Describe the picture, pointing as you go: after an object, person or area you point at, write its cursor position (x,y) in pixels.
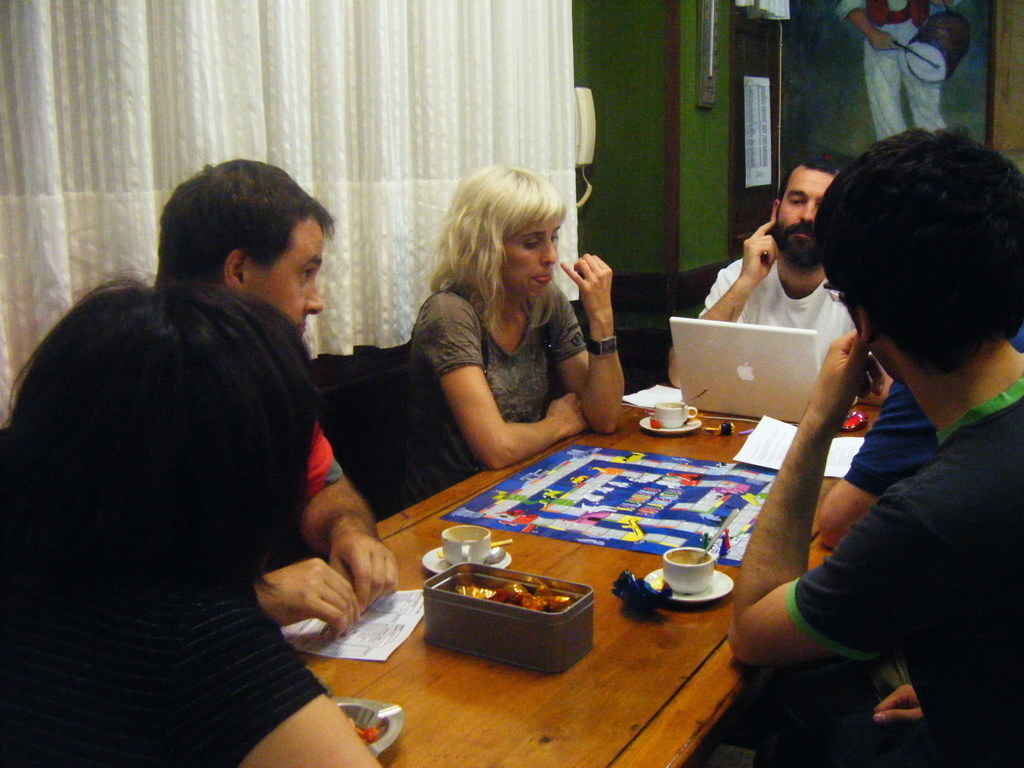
On the background (652,90) we can see a photo frame (864,92), cupboard (738,124) and curtain (377,105) and telephone (581,117) over a wall (646,156). Here we can see few persons (868,311) sitting on chairs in front of a table (532,541) and on the table (604,549) we can see cups (678,568), saucers (663,571), a game board (671,502), laptop (735,385) and a paper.
